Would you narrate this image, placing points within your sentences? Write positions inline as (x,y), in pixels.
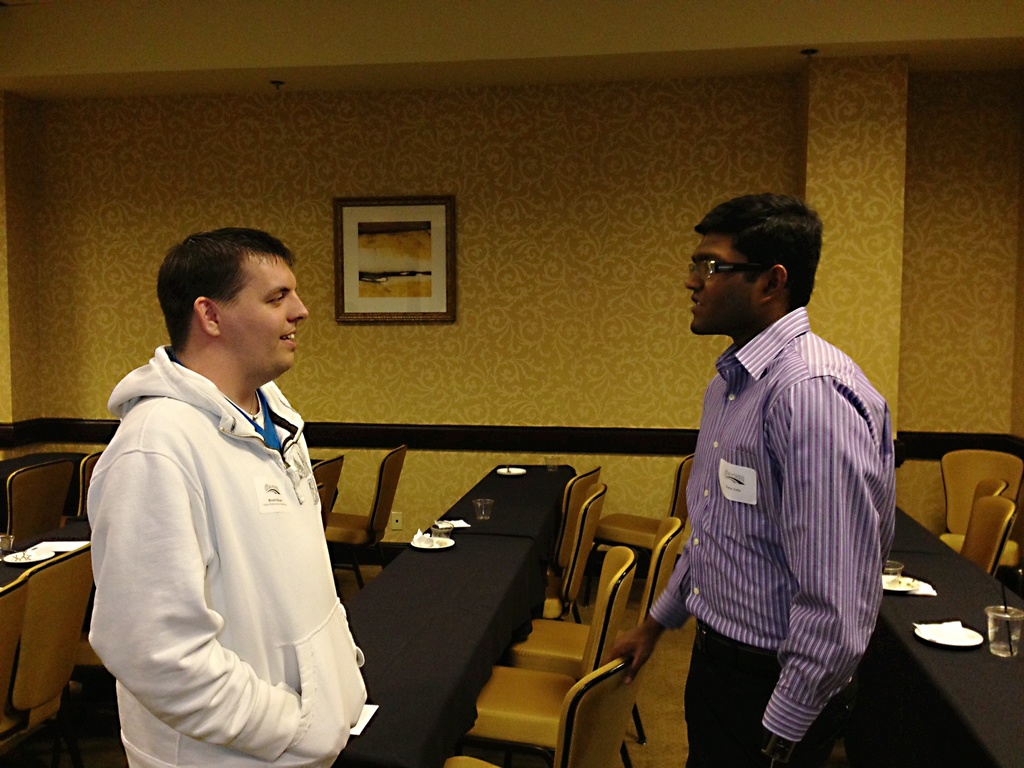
As we can see in the image there is a wall (566,209), photo frame (446,239), two people (167,472) standing over here and there are chairs (579,626) and tables (470,580). On tables (471,537) there are plates (501,470) and glasses (483,511).
